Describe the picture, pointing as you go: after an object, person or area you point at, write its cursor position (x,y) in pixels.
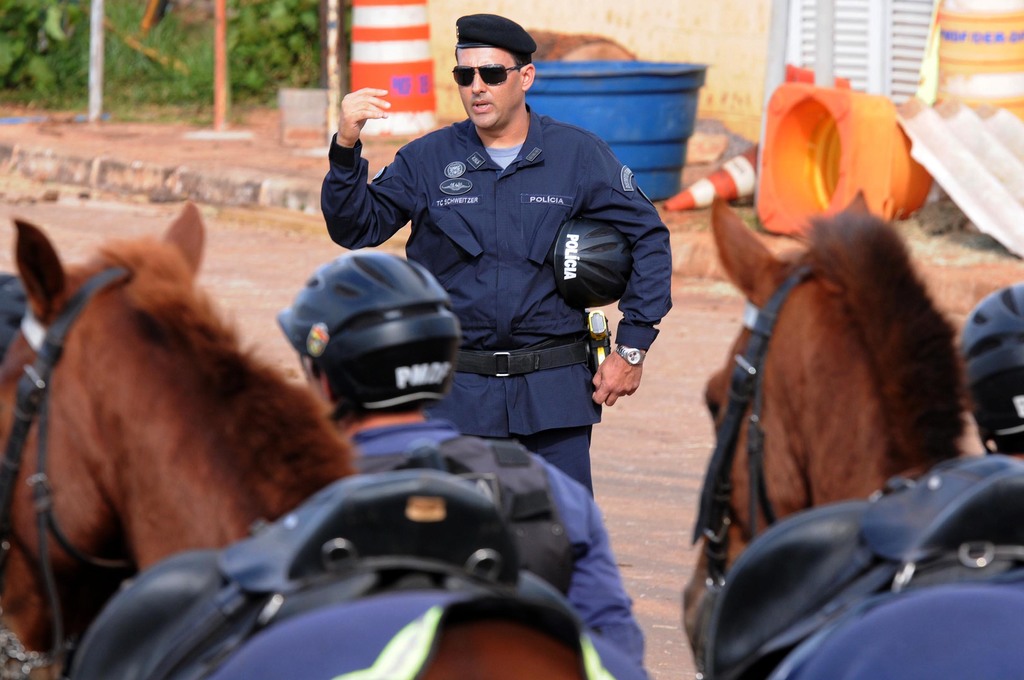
There are horses (857,451) and people (548,259) in the image. In front of the horses (883,457) a man (530,166) is standing. He is talking something. He is wearing cap (502,31) and uniform (532,229). In the background (793,119) there are traffic cone (874,130), tub (665,104), and trees (164,29).
